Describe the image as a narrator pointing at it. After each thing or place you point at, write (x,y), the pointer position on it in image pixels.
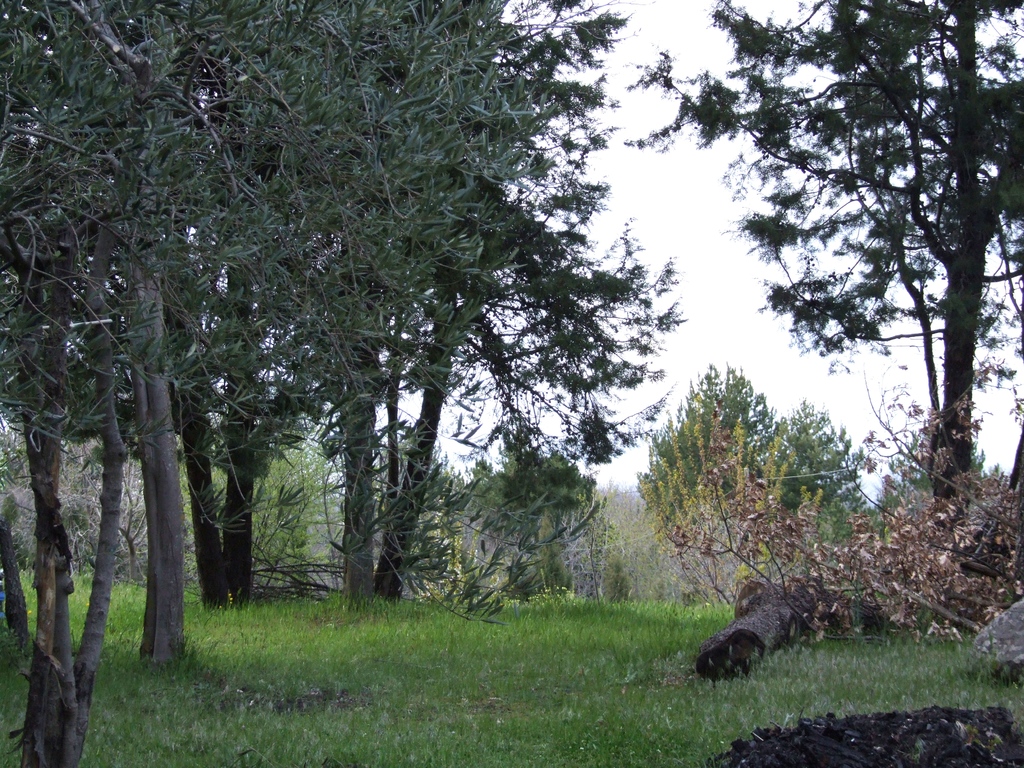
In this image we can see logs (779,630) on the ground (485,684), plants (304,517), trees (814,229) and sky (766,274).
